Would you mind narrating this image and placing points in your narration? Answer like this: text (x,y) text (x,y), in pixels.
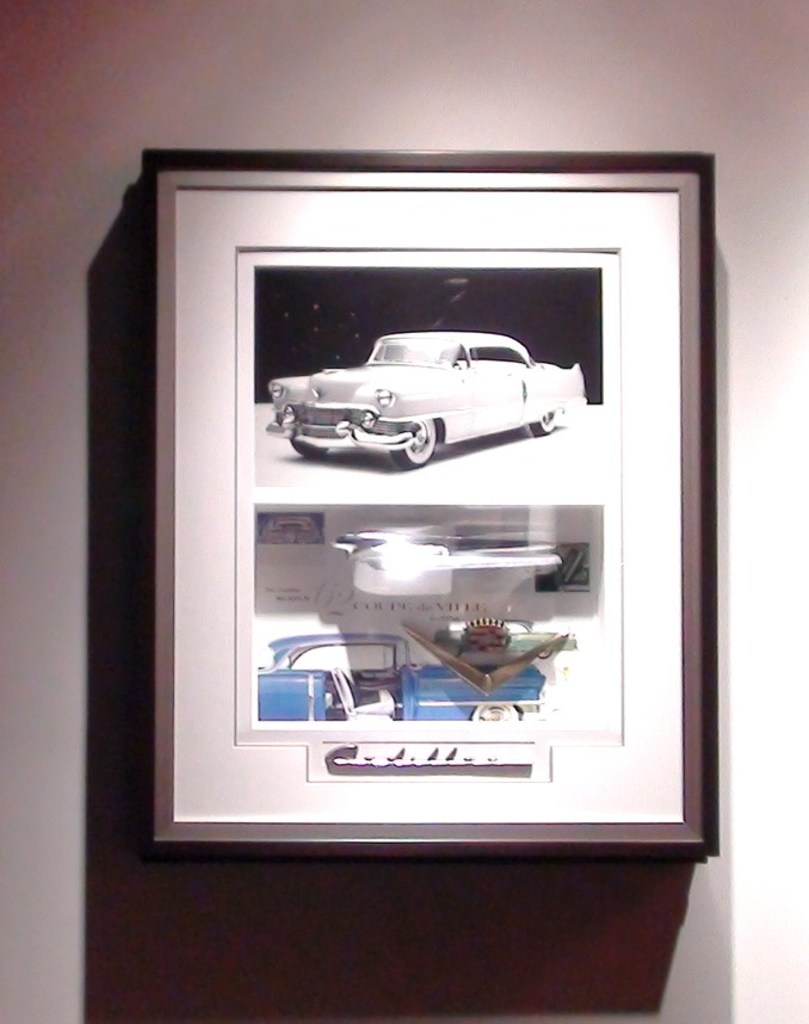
In this image we can see a photo frame (285,204) to the wall (684,15). In the photo frame (183,674) we can see a cars (396,354).
